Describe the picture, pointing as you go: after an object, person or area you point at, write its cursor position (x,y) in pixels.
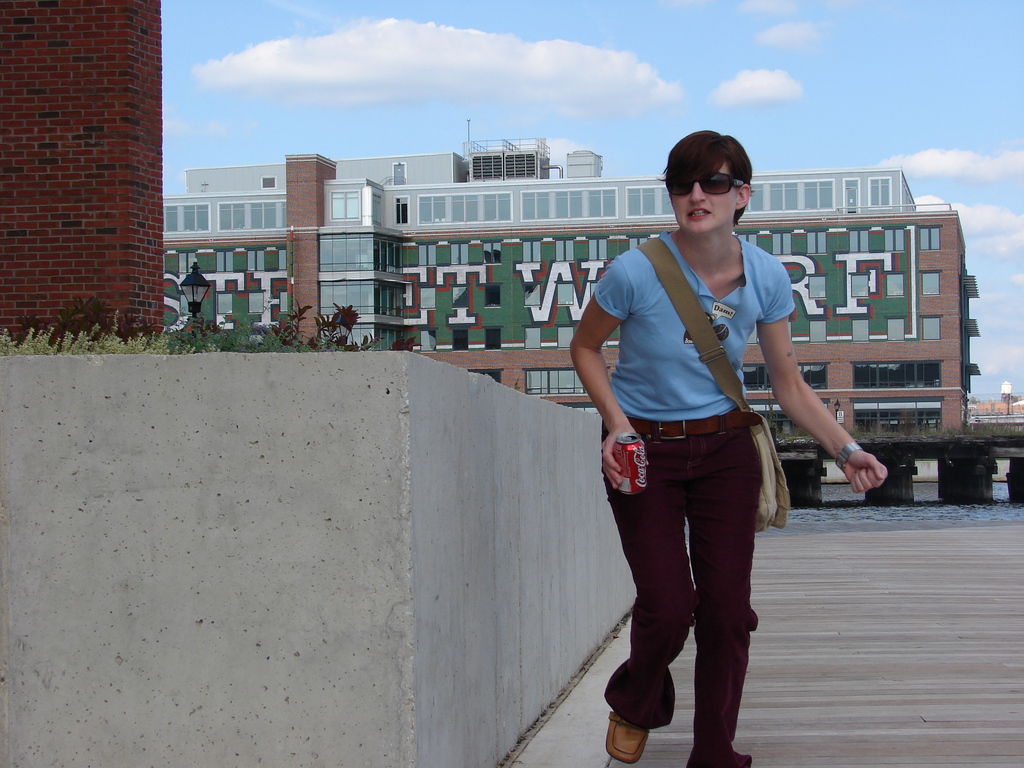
In this image I can see the person (655,309), the person (646,280) is wearing blue shirt (674,378), maroon pant (724,532) and cream color bag (766,500) and holding a tin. Background (831,210) I can see few buildings (285,241) in brown and white color, and I can also see few glass windows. The sky (601,17) is in white and blue color, I can also see a light pole (202,287), few plants (188,335) in green color.
